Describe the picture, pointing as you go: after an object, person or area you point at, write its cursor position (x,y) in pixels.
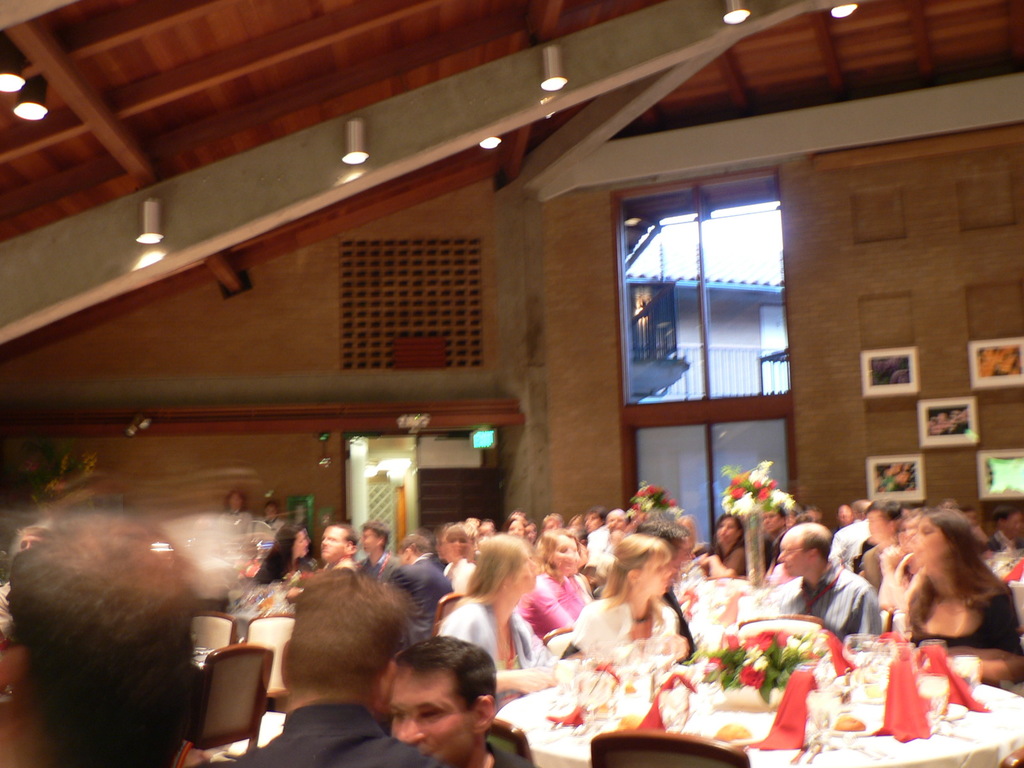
This picture shows a group of people (392,718) seated on the chairs (661,755) and we see few glasses (821,705), flowers (723,650), forks (796,756) and spoons (818,739) on the table (977,712) and we see few lights (150,233) on the roof (571,18) and we see a building (733,289) from the window (716,281) and few photo frames (1000,359) on the wall (900,437).
